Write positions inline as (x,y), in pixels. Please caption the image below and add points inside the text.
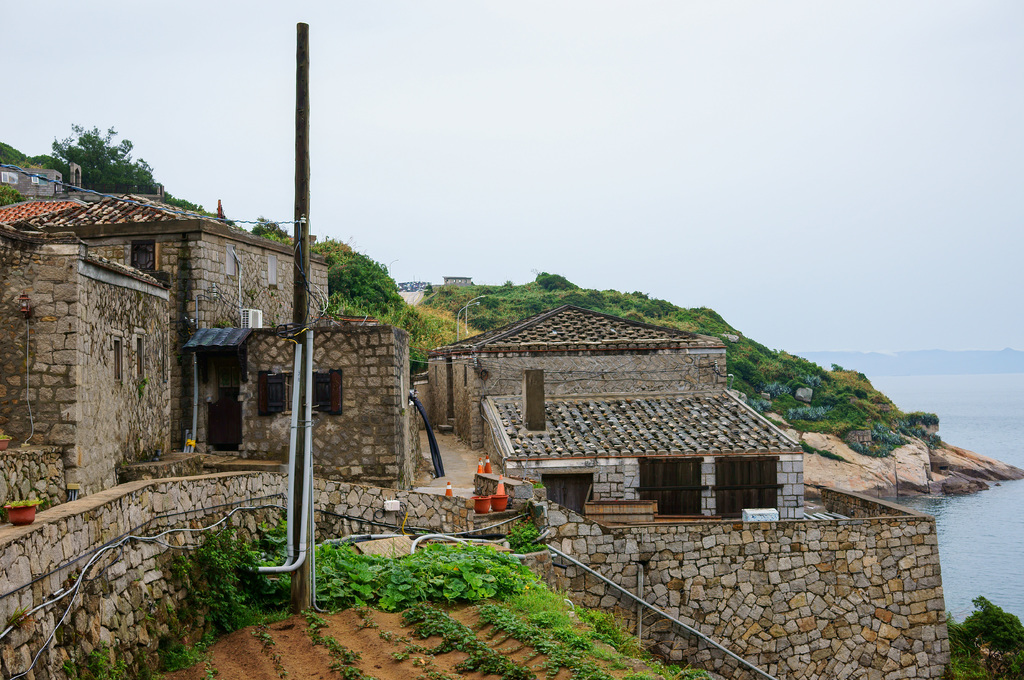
In this picture I can see few buildings (346,360) and plants (259,556) in front (206,334). In the background (426,352) I can see few trees (503,317) and plants (521,308). I can also see the water (966,438) and the sky (552,134) and I can see a pole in the middle of this picture (468,315).
